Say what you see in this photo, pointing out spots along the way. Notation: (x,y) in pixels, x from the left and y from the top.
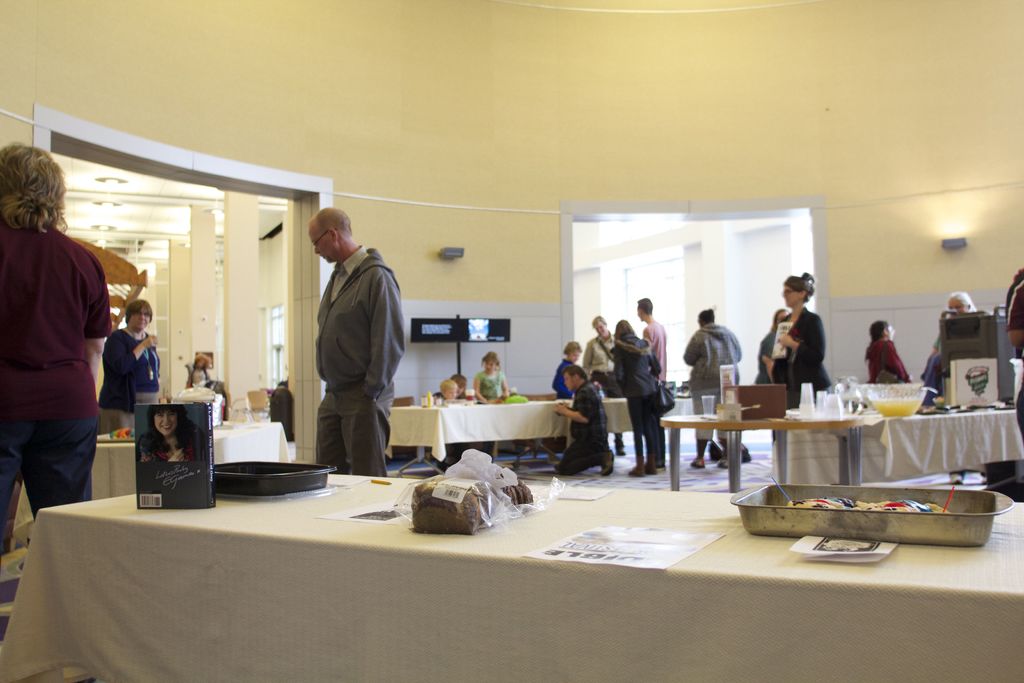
This is a table (431,575) where a bread (530,503) and pan (892,528) of food (858,506) are kept on it. In the background (815,382) we can see a few people (381,435) who are standing and doing something.
